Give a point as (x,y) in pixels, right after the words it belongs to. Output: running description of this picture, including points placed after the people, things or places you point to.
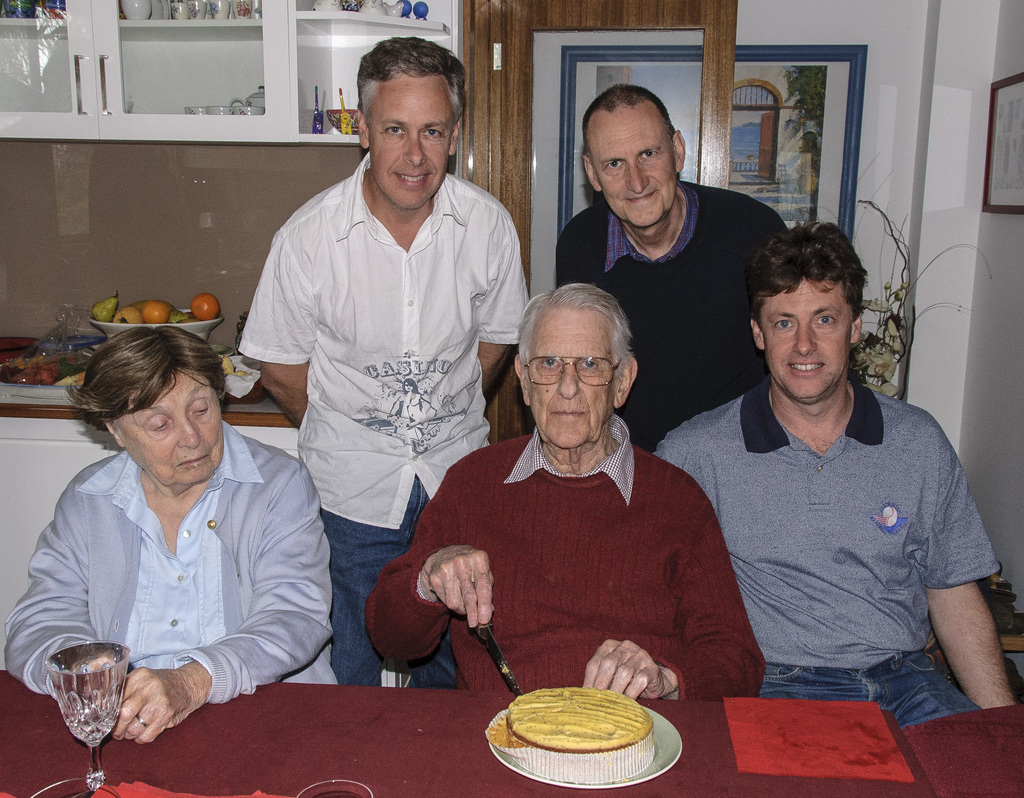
In this image I see 4 men (385,198) and a woman (110,617) and I see that these 3 are sitting and these both are standing and I see that these 3 of them are smiling and I see a table (27,766) over here on which there is a cake (568,713) on a white plate (670,731) and I see a glass (115,689) over here and I see that this man (501,456) is holding a knife (479,633) in his hand (484,621). In the background (374,40) I see the cupboards (241,86) in which there are few things (237,112) and I see the fruits (121,318) in this bowl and I see the wall (773,15) on which there are photo frames (778,147) and I see the door (524,109) over here.
